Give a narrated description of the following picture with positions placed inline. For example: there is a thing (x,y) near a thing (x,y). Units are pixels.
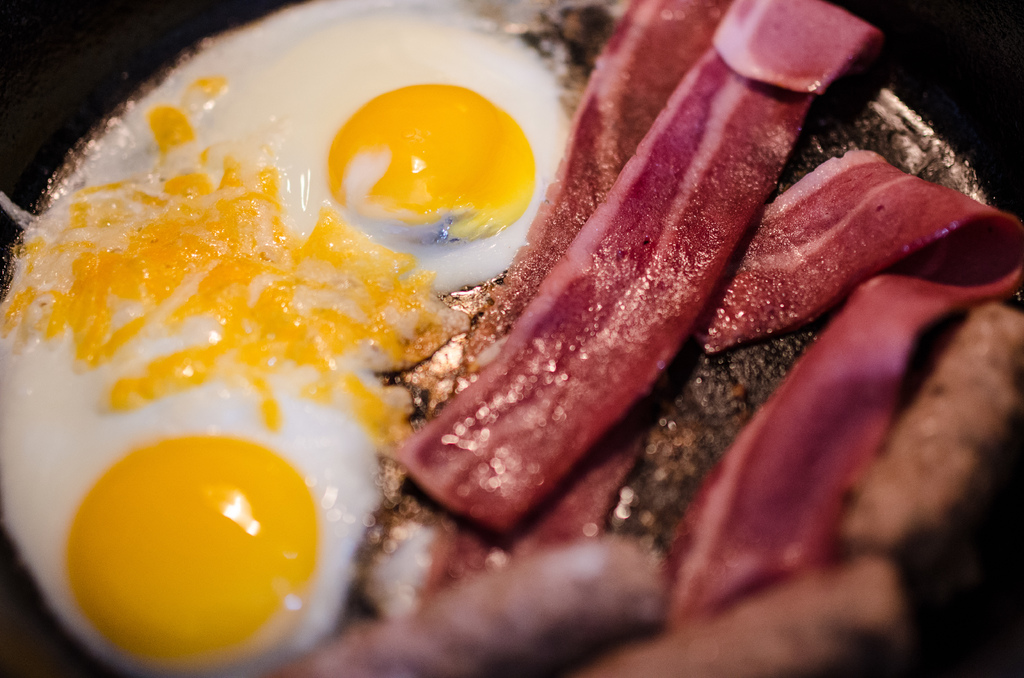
In this image I can see the black colored bowl (44,69) and in the bowl (865,120) I can see a food item (691,238) which is brown, red, cream, white and yellow in color.
